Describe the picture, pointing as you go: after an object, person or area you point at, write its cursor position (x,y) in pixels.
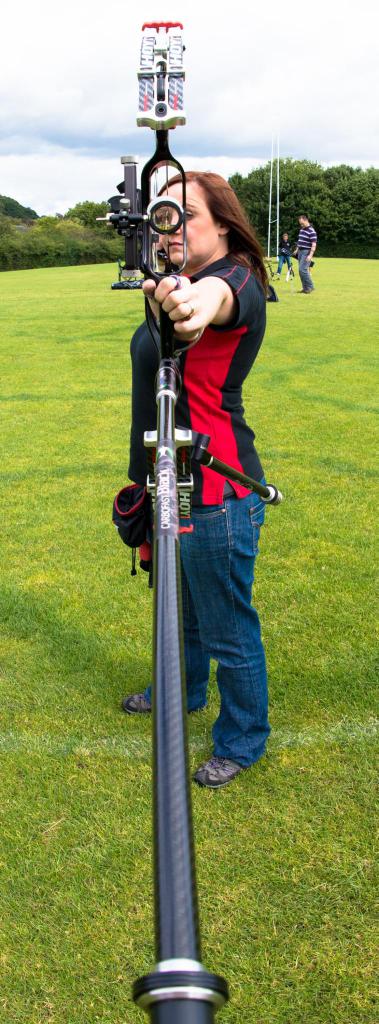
In the center of the image (185,374) there is a woman (177,403) standing on the ground (198,740) holding a bow (146,187) and arrow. In the background (149,136) we can see person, trees (331,229), sky (50,143) and clouds (100,111).
